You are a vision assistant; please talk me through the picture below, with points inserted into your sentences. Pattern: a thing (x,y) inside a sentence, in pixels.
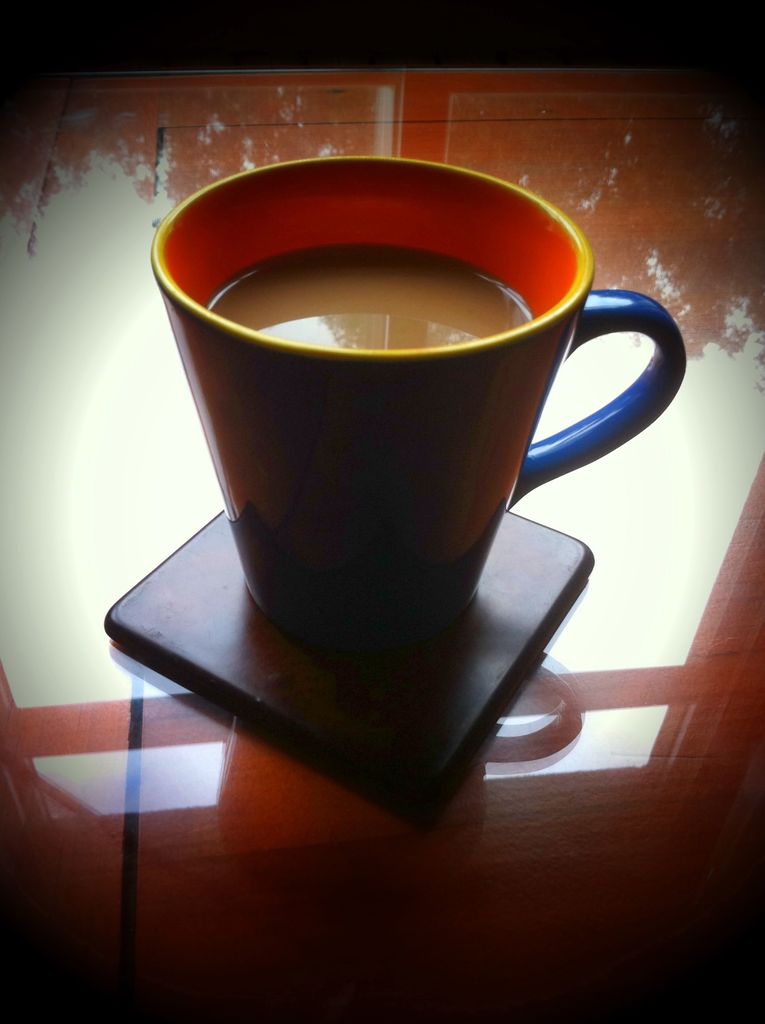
In this image on a table (305,902) there is a cup (397,511) on a stand (413,666). In the cup (391,465) there is tea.
